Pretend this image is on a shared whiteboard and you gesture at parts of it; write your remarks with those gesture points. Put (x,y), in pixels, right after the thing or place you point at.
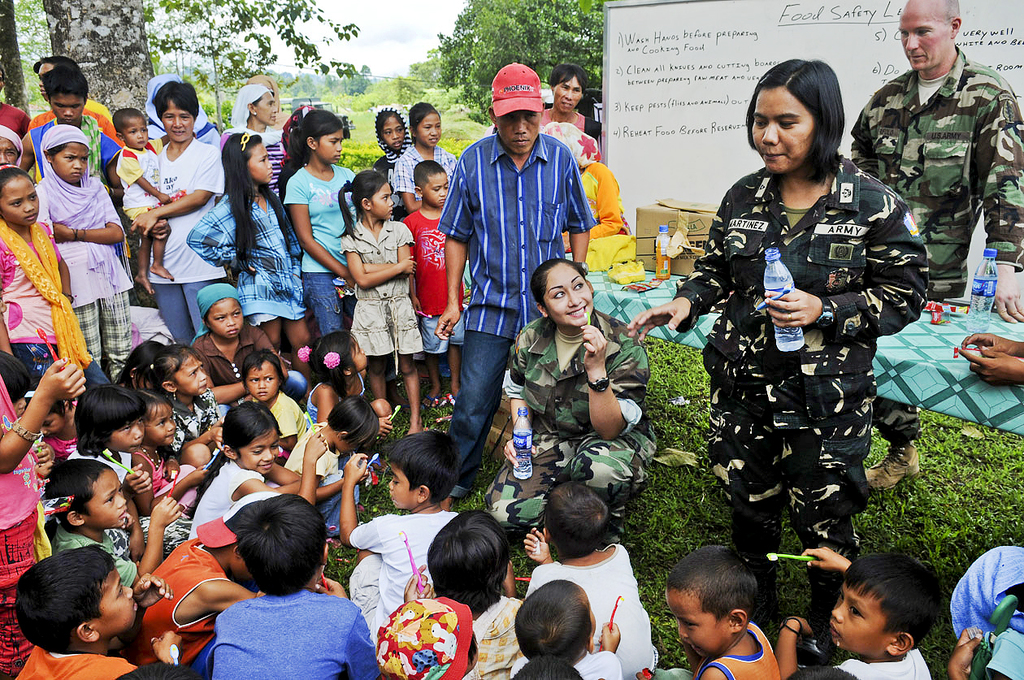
In this picture there are kids (386,347), soldiers (898,135), men (485,243) and women (835,205). On the right (686,57) there are bottles (663,243), table (955,383), box (647,253) and a board (707,66). In the background (287,36) there are trees (285,84), plants (373,100) and grass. There is something written on the board (833,58). The soldiers (553,397) are holding water bottles (523,434).
